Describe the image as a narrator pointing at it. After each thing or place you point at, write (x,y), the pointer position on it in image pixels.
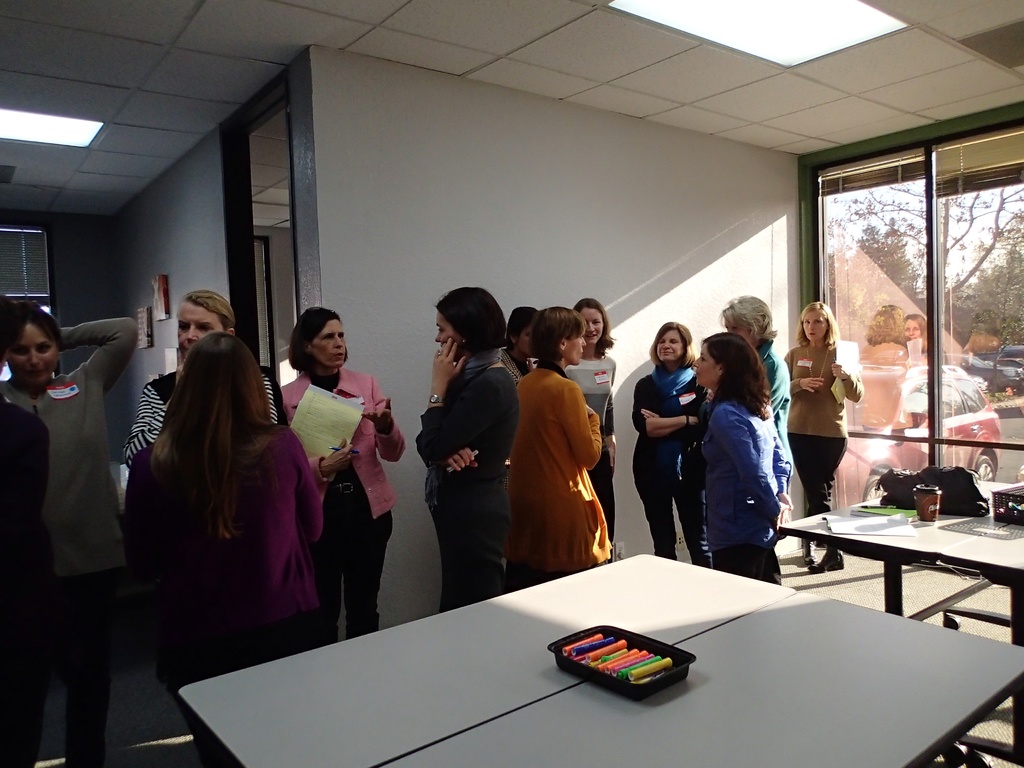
In this room (74,262) this woman's (273,496) are standing. This woman (328,460) is holding a paper (316,434) and pen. Lights (58,140) are attached with roof (178,66). In-front of this woman (703,439) there are tables (749,743), on this table (554,716) there is a tray (658,646) with colors (607,651), coffee cup (933,497) and bag (931,479). Outside of this glass door (893,303) there are trees (1003,328) and vehicles (999,361).
